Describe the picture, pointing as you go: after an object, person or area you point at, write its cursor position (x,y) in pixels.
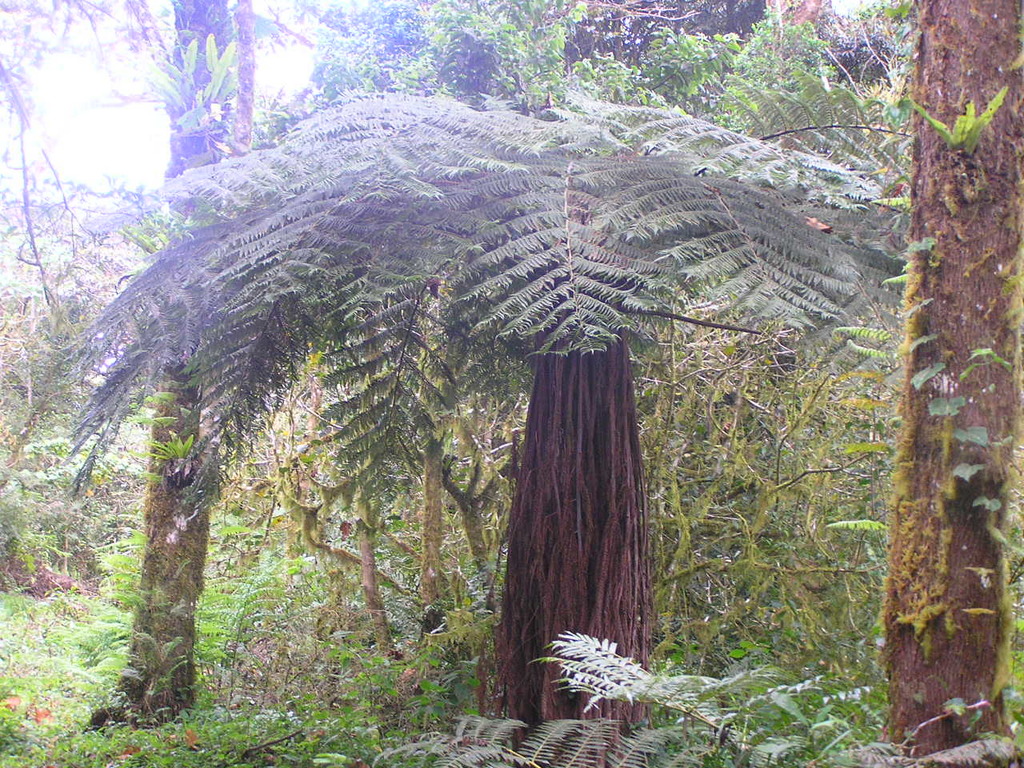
In this image I can see plants (211,488) in green color and sky (96,166) in white color.
